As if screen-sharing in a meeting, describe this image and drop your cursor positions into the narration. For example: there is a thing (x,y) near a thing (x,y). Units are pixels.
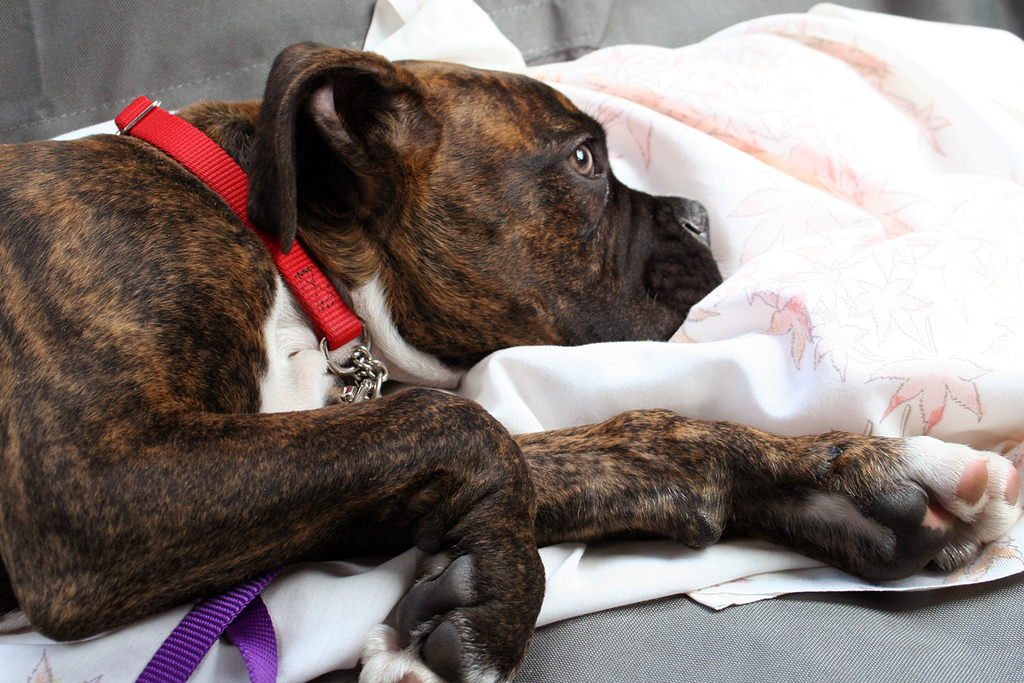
In this image in the center (429,234) there is one dog (335,360) and beside the dog (315,358) there is one blanket (742,288), and at the bottom (787,631) there is a couch (689,649).
